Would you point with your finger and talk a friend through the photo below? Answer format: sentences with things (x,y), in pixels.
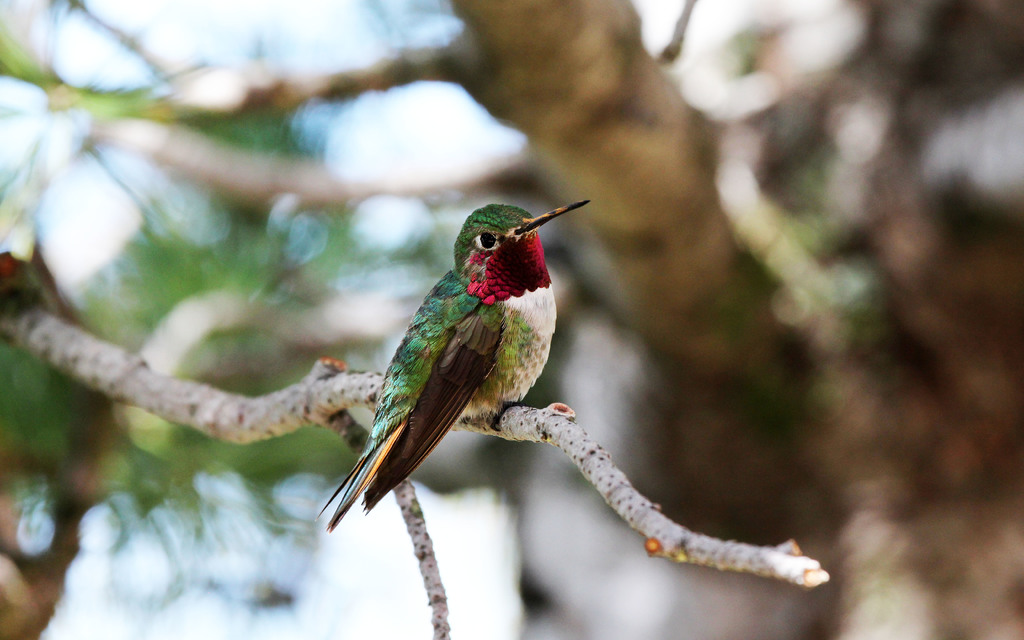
In the picture there is a bird (429,450) sitting on the stem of a tree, the background (116,609) is slightly blurred.
